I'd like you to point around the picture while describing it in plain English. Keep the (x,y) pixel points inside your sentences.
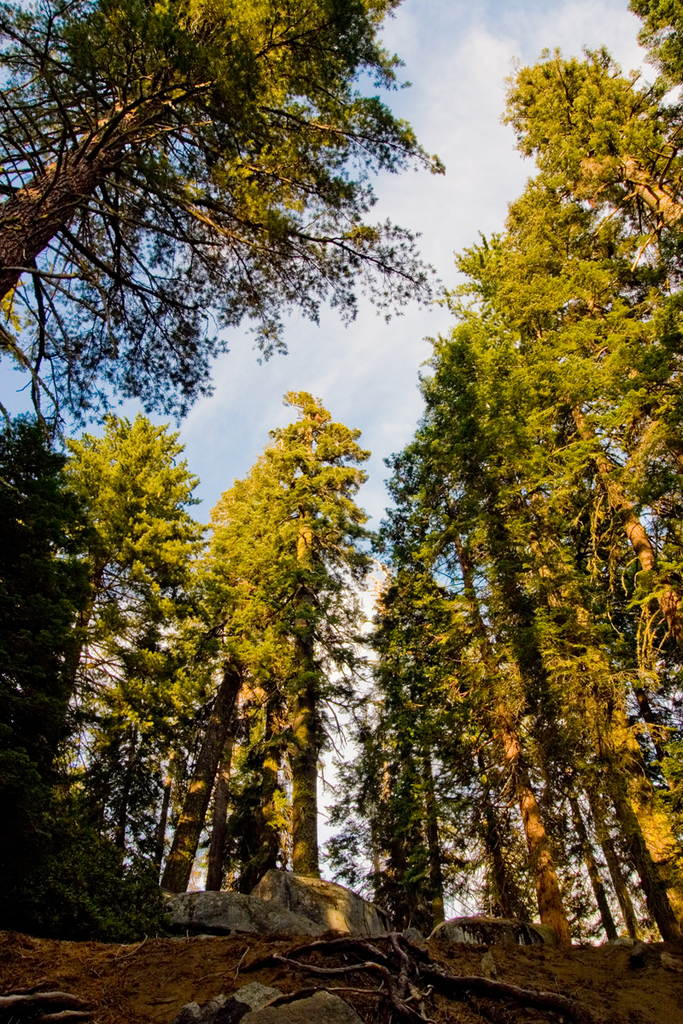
In this image I can see few stones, number of trees (89,877), clouds (424,82) and the sky (423,91).
